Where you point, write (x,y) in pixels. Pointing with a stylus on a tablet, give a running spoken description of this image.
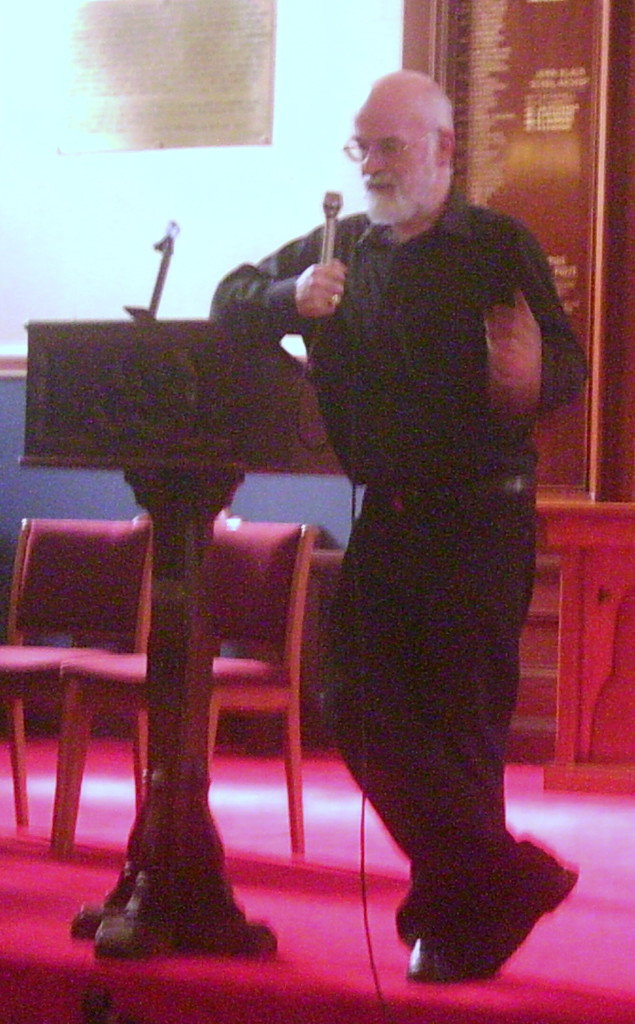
In this image I can see a man (430,538) is standing and holding a microphone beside a podium (199,899). I can also see there are few chairs (96,673) on the stage (242,895).
